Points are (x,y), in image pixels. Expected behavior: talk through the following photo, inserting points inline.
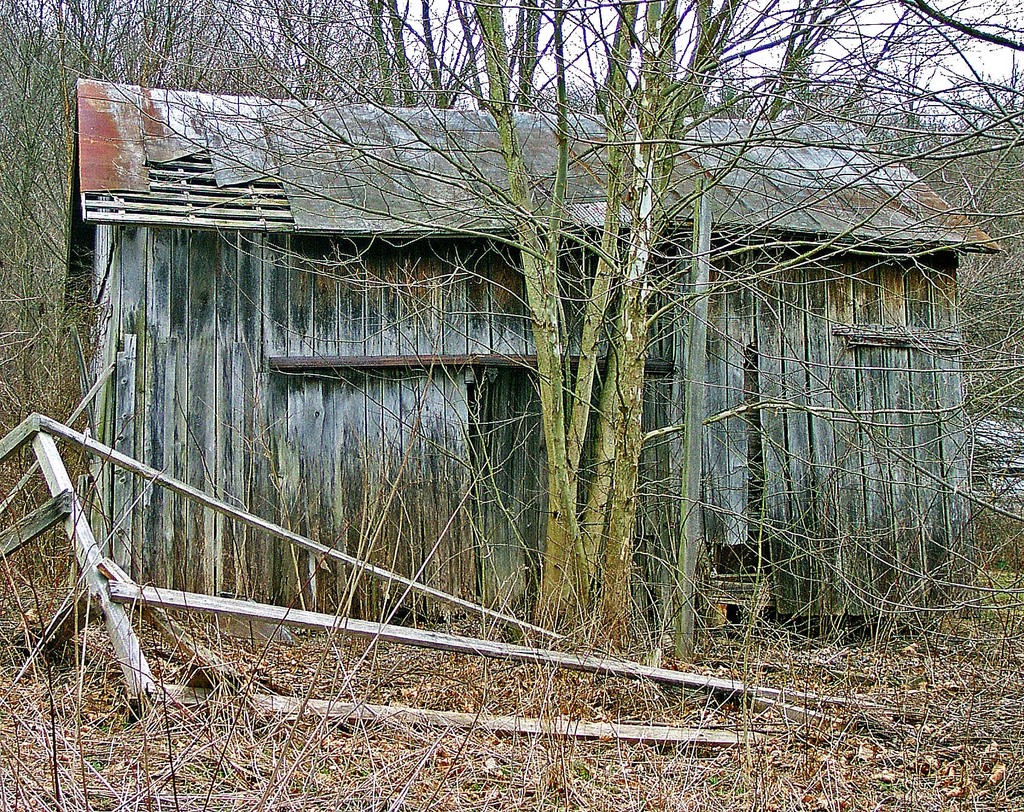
In this image I can see dried trees (505,72), background (262,256) I can see a house (200,270) in gray color and sky (449,48) in white color.
